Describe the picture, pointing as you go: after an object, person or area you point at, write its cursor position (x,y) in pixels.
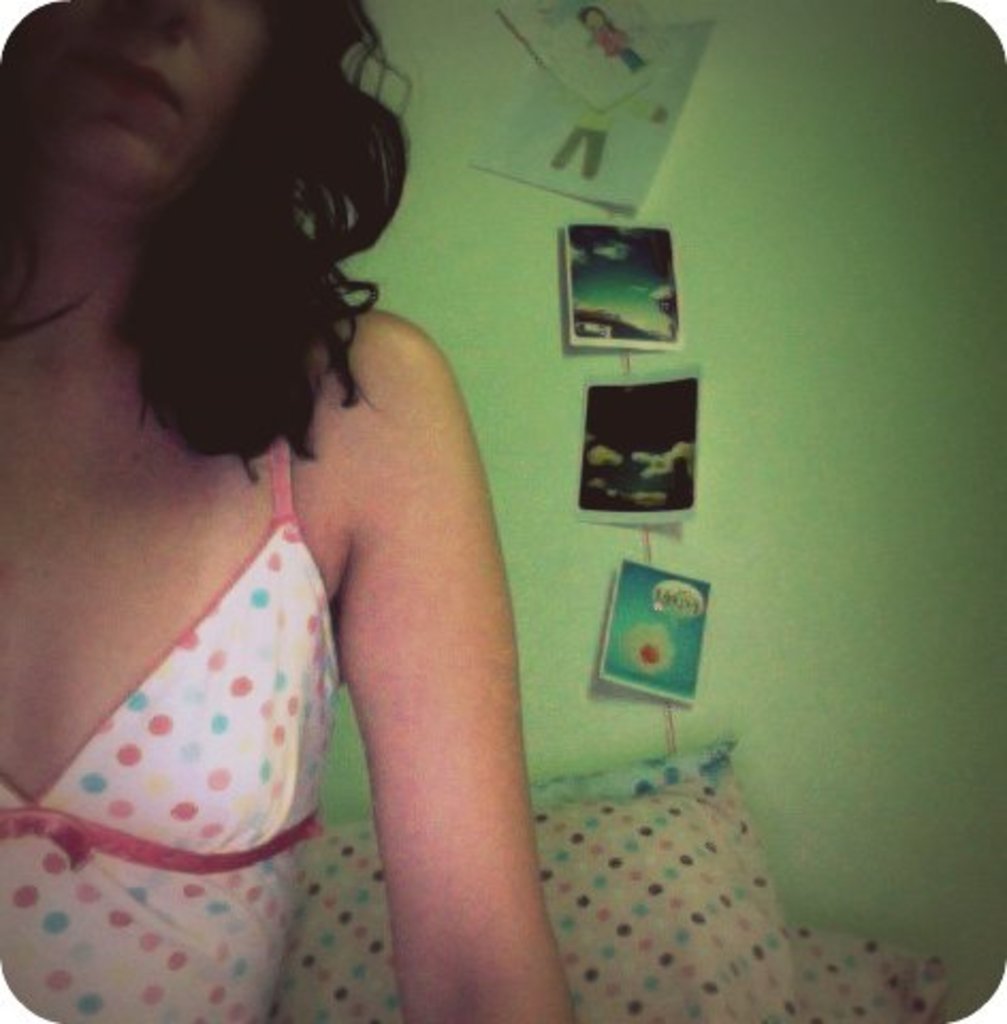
In this picture we can see a woman (69,454), pillows (567,944) and posters (584,11) on the wall (487,320).
